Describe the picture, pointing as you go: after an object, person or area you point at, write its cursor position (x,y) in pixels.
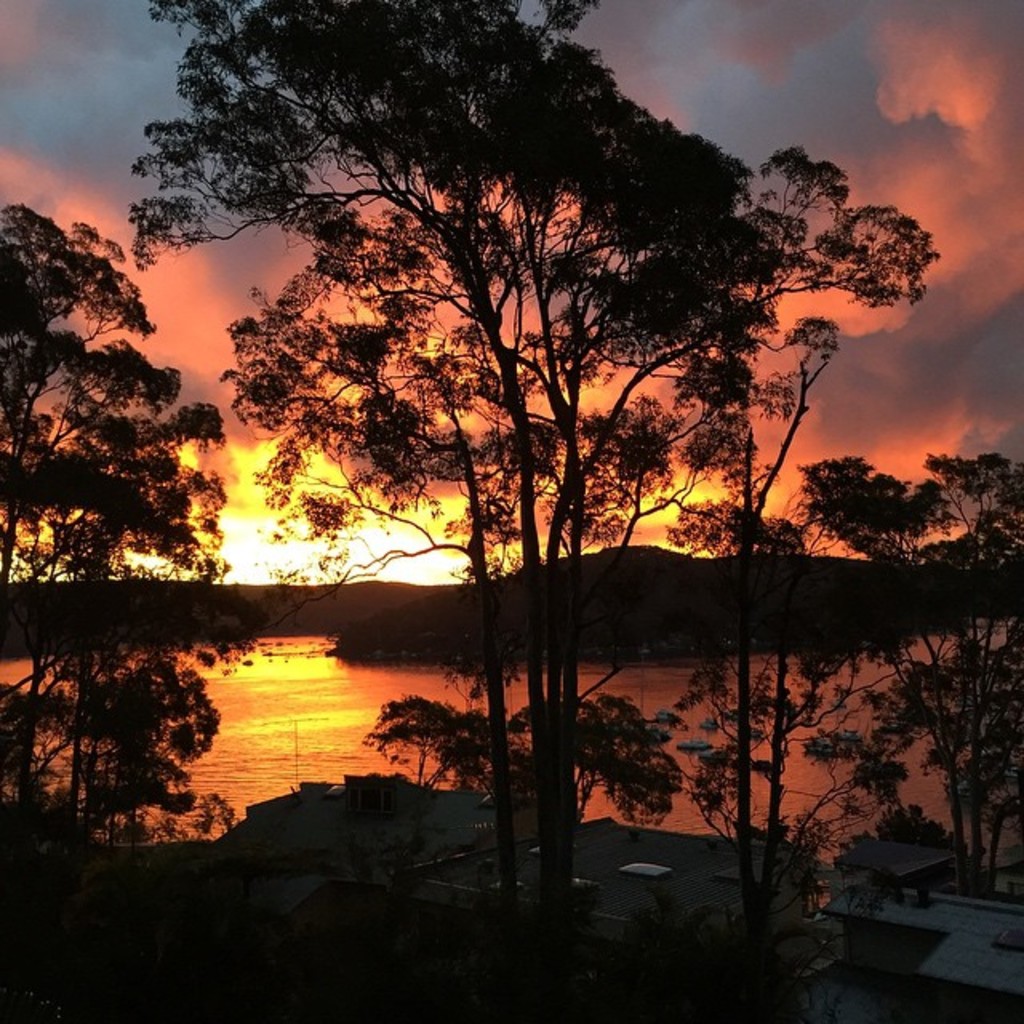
In this image we can see a group of trees (643,771), buildings (891,986), mountains (335,624) and a cloudy sky (963,125).
